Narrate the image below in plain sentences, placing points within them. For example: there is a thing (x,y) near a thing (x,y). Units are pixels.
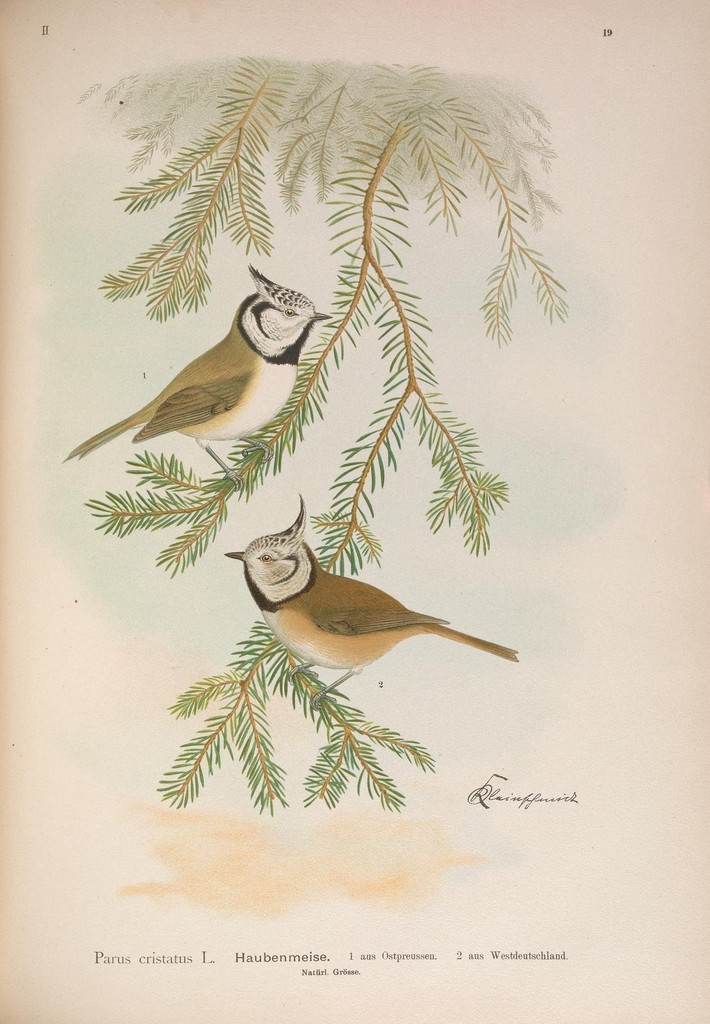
In this image I can see a poster (403,594) and in the poster (335,653) I can see a tree (335,747) which is green and brown in color and on the tree (369,187) I can see two birds (278,385) which are white, black, cream and brown in color. I can see the cream colored background (132,774).
